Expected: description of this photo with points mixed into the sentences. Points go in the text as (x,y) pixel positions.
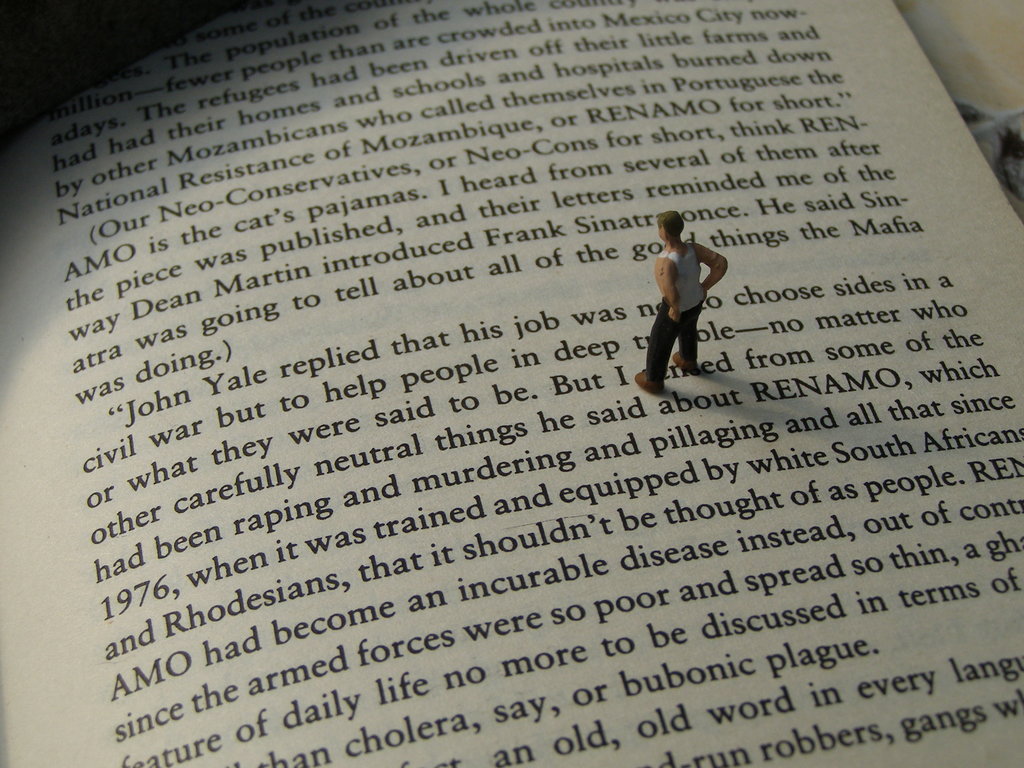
In this image we can see paper (343,287) with text (563,549). On that there is a toy (687,312) of a person (659,314).
